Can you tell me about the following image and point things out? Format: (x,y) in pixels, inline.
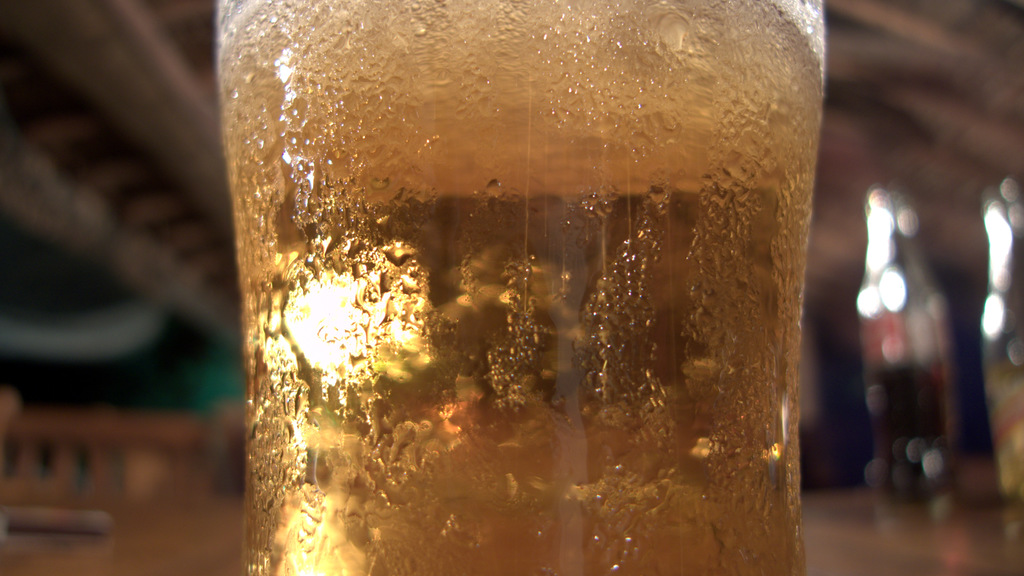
In this image we can see a glass (581,281) with some liquid (664,388). In the background of the image (997,123) there is a blur background (15,284).
